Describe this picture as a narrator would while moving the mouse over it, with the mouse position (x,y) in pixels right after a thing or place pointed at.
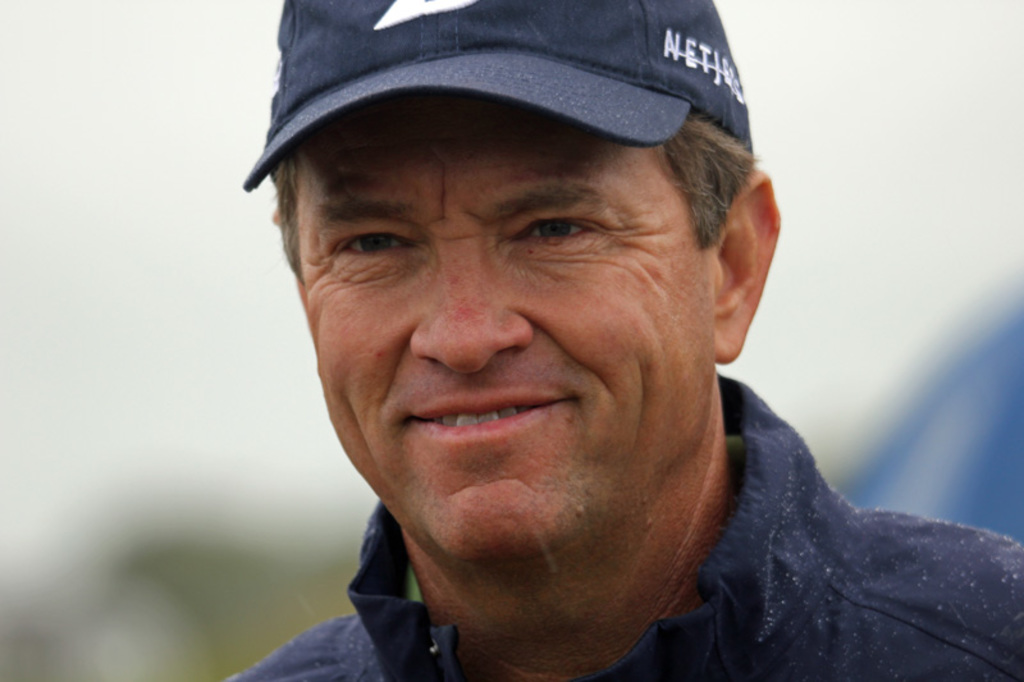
In this image I can see the person (394,452) wearing the blue color dress (793,589) and also cap (353,58). And there is blurred background (26,67).
